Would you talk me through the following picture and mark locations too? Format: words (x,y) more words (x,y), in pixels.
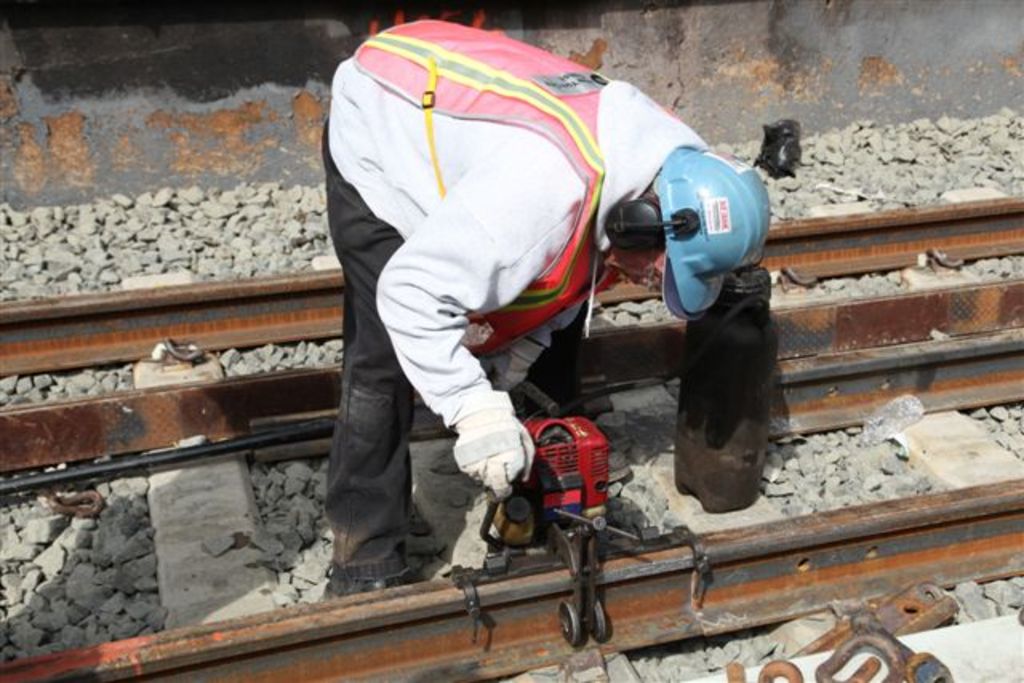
In this image in the center (399,359) there is one person (475,297) who is standing and he is doing something, and he is wearing a helmet (725,218). At the bottom (837,472) there are some stones (852,463) and there is a railway track (914,584) and objects (925,592), in the background (784,87) there is wall (792,72).
